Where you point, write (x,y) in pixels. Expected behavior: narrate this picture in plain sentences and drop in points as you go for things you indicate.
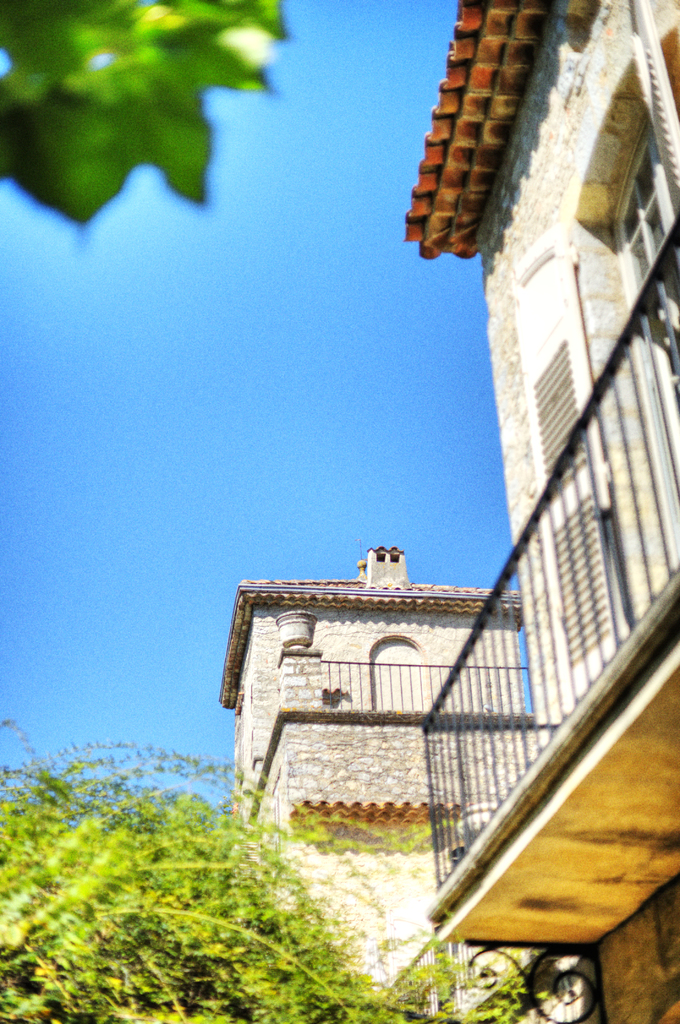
In this image there are buildings (325,808) and trees (144,938). In the background (199,388) there is sky (246,442).
